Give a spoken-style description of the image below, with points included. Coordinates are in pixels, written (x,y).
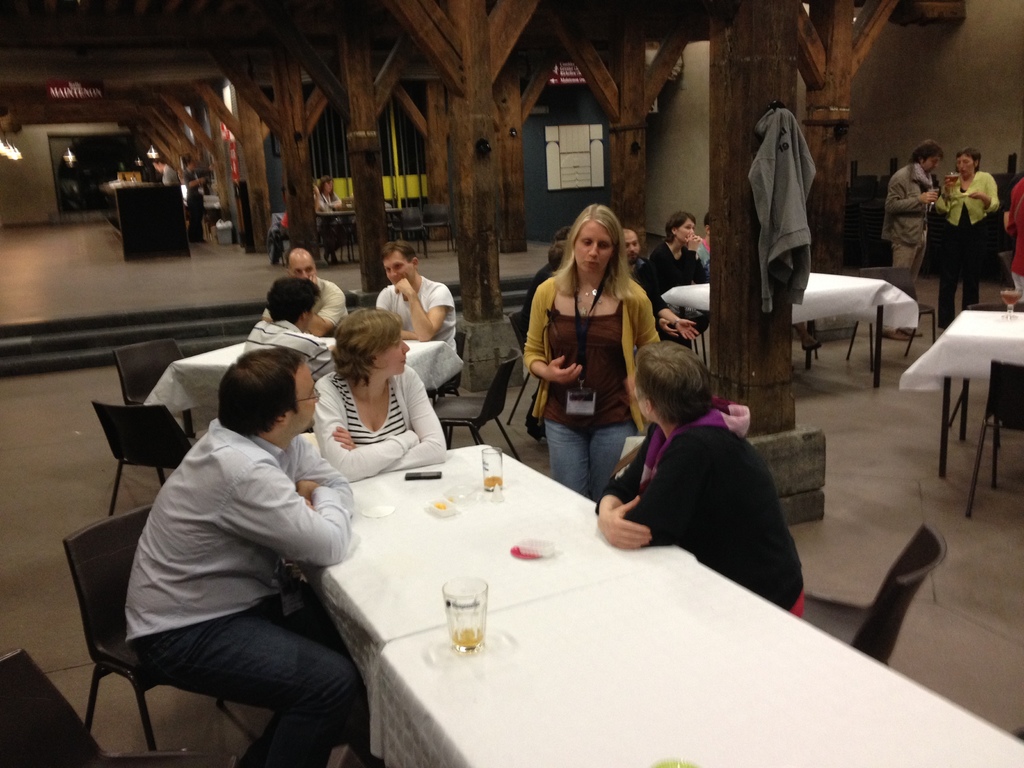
In this image there are group of people (558,240). A woman (588,216) with yellow shrug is standing and talking. There is a phone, glass (492,458) on the table (396,627). The table (530,634) is covered with white color cloth (544,609). At the back (67,148) there are lights (16,158).
